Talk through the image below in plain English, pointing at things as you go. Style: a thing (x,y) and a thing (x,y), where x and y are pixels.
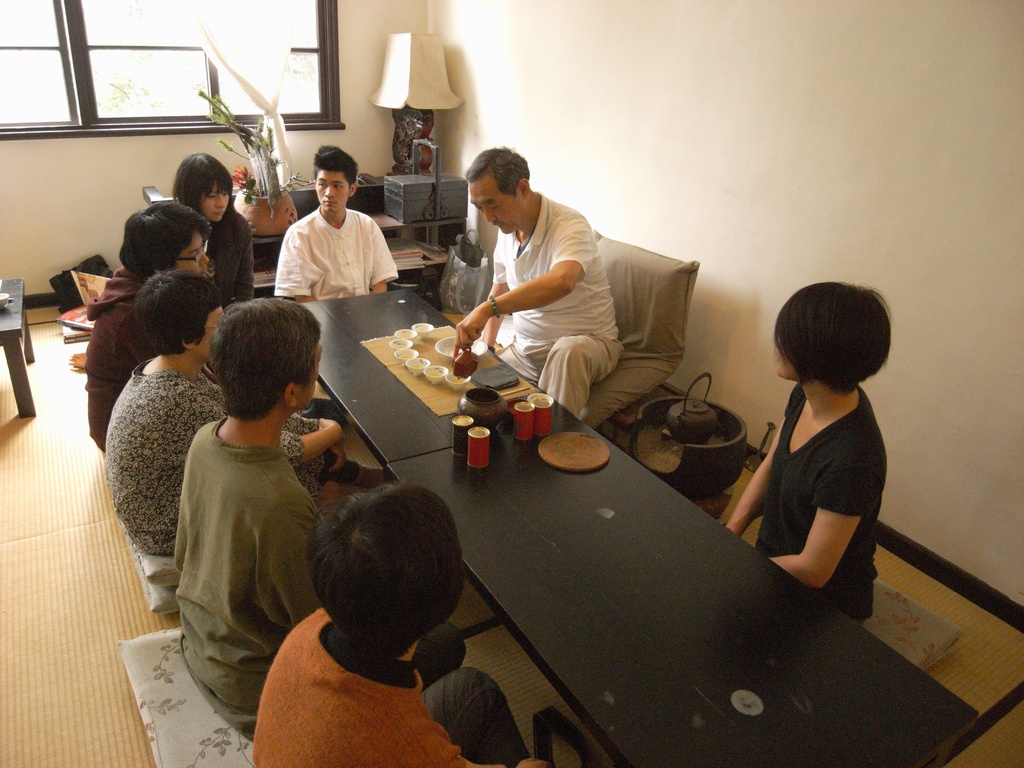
In this image i can see there are few people (349,471) are sitting on the floor (58,579) in front of a table (601,505). On the table (490,428) we have few cups (461,381) and other objects (471,408) on it. I can also see there is a lamp (432,74) and a white wall (733,95).
